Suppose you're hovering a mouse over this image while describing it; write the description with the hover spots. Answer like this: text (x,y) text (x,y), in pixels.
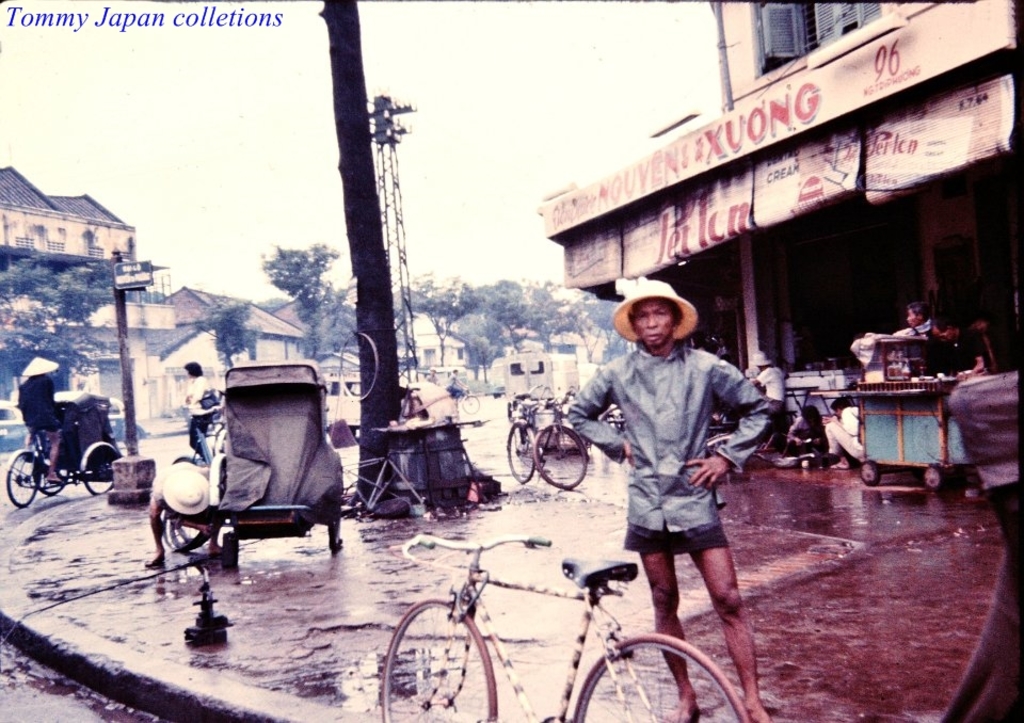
In this image there is a man (670,439) standing wearing a hat (690,317), there is a cycle (614,666), there is a shop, there are trees (490,304), there is a sky (504,134), there are houses (195,309).
